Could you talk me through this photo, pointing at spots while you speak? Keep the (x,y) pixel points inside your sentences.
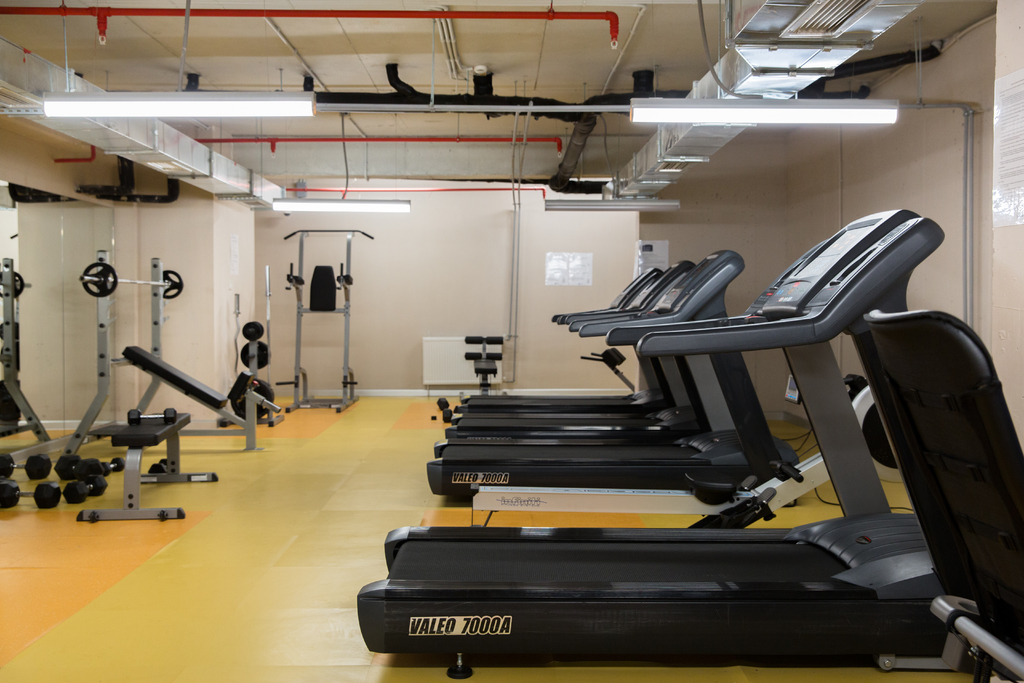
This image consists of a gym (281,485). In which, there are machines (613,424) and stands (13,378) and rods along with dumbbells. At the bottom (209,564), there is a floor (260,521). In the background (275,300), there is a wall (421,272). At the top (348,214), there are lights (337,202) to the roof (268,128).
